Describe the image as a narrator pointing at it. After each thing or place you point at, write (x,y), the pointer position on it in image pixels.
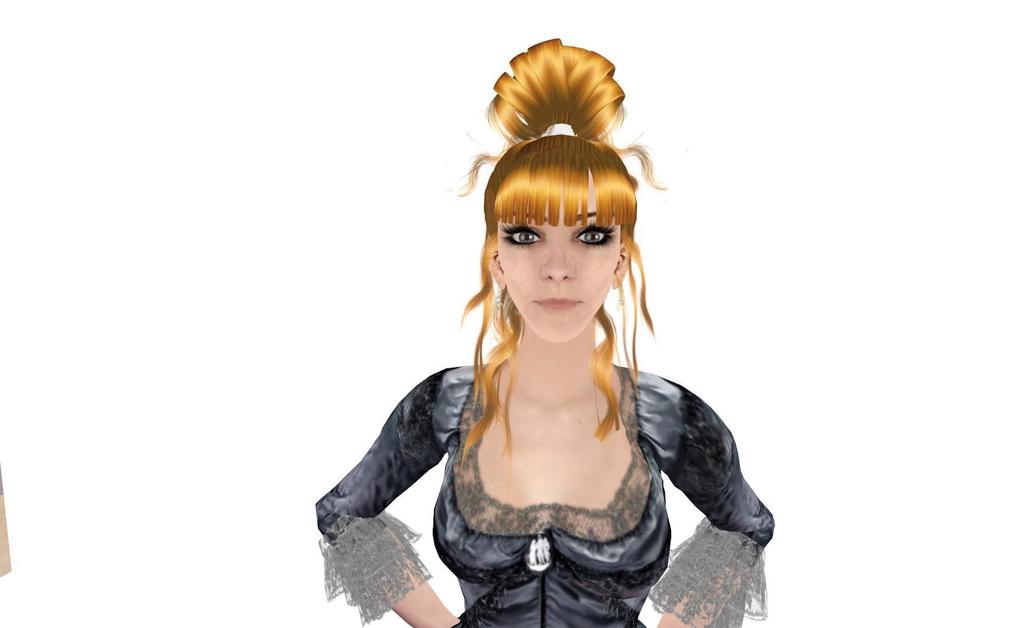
It is the animation image of a woman (571,441) who is wearing the black dress (584,593).
